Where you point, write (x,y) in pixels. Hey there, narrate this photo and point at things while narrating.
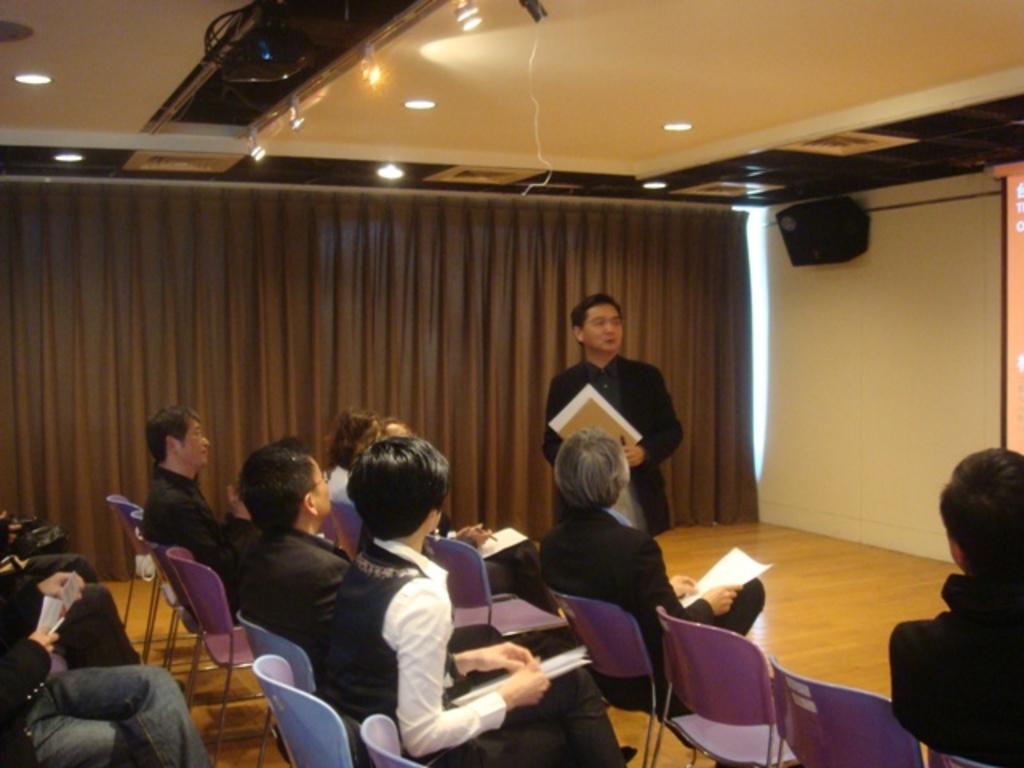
Group of people (386,642) sitting on chairs (234,638) and this man (672,437) standing and holding paper (589,395). On the background (629,327) we can see curtain (604,289) and speaker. On top (241,67) we can see lights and projector (248,49).
